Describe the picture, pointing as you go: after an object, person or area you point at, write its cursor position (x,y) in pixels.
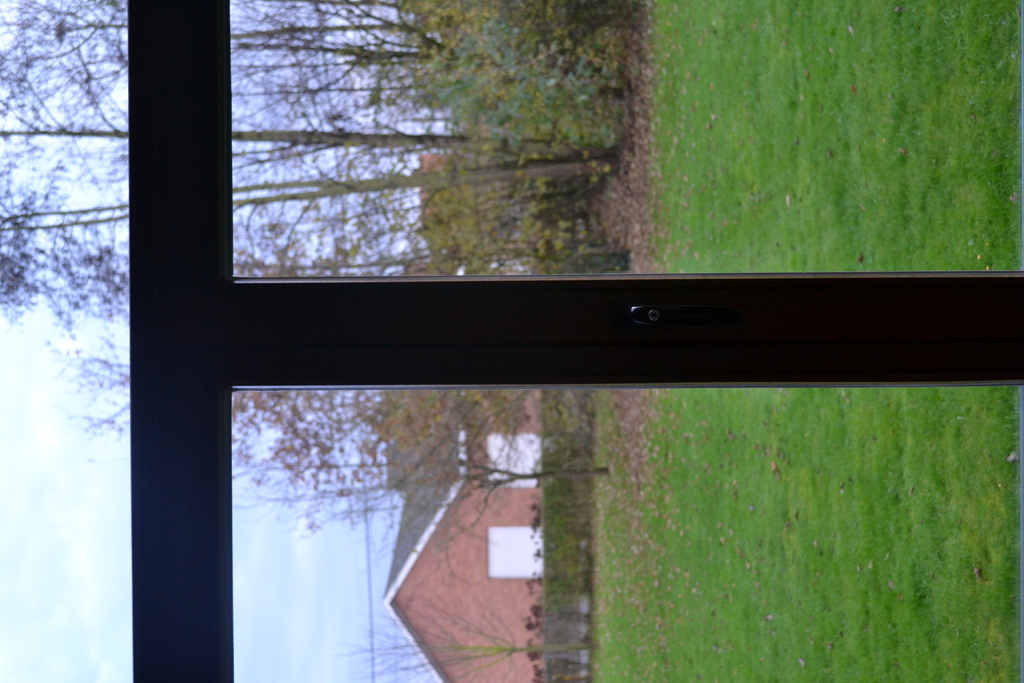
In this image we can see a window (890,330) made of glass (375,154) and wood (194,238), from the window (506,346) we can see a building (454,504), group of trees (398,147) a fence (561,556) and in the background (102,455) we can see the sky (51,531).
